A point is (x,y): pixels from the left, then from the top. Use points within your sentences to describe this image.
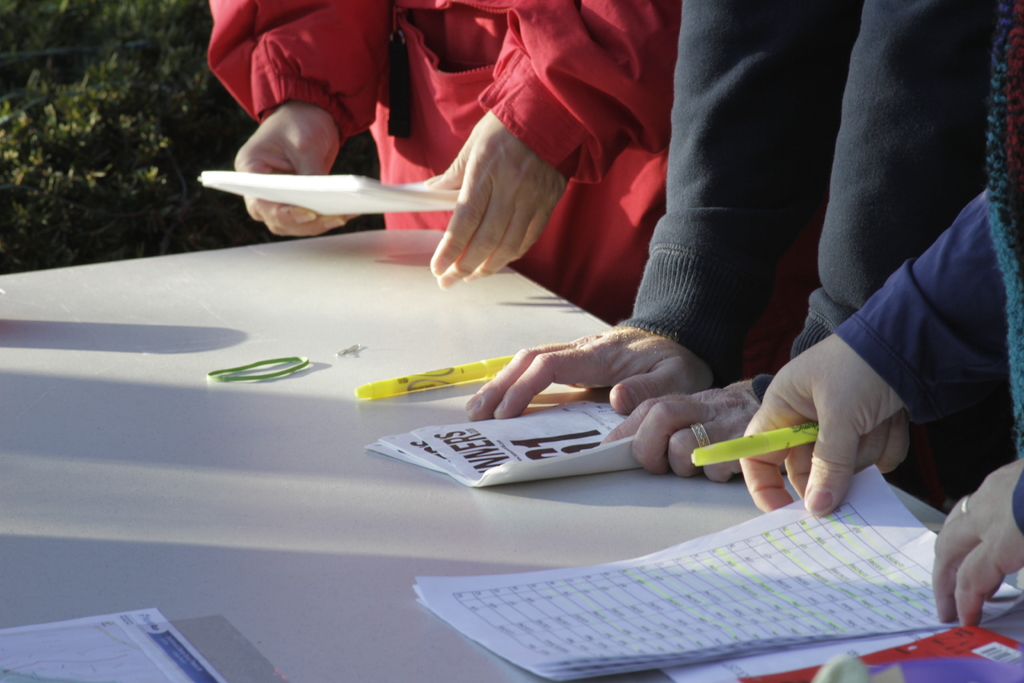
There is a white color table (238,337). On the table (261,352) there are band (275,374), pen (448,381), papers (552,452). And in front of the table (518,338) there are three people (840,191) standing. One is wearing red color jacket (581,77), one is wearing blue color jacket (757,143) and the other is wearing violet color jacket (957,309). To the left top corner (106,140) there are plants (111,143).
